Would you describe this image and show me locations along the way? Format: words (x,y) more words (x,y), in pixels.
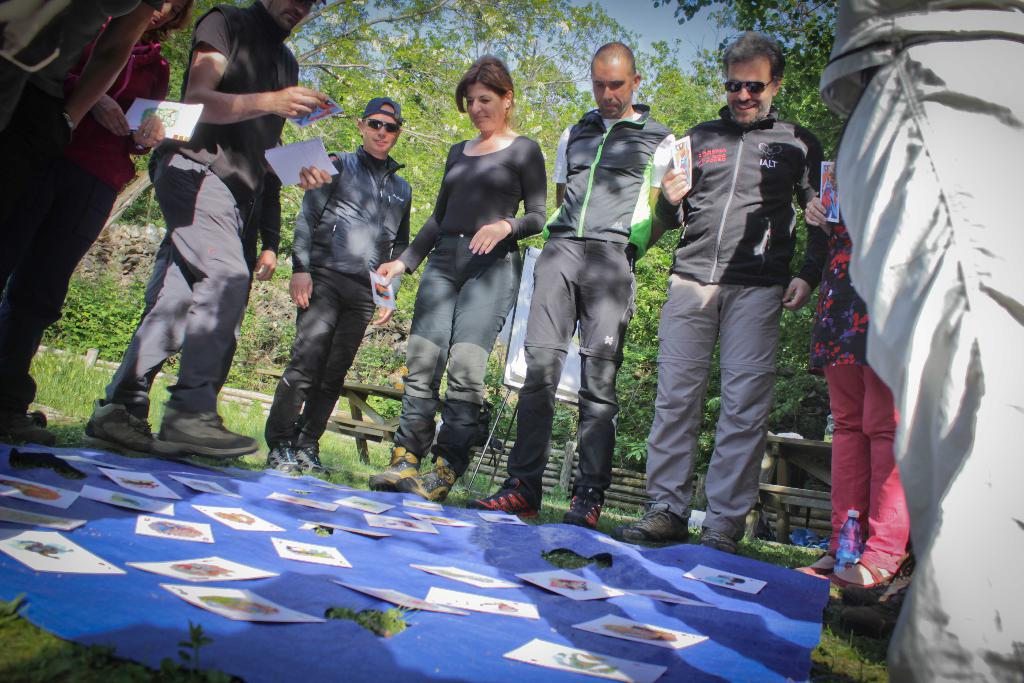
In this image we can see a group of people (613,350) standing on the ground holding some papers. We can also see some cards (254,616) placed on a cloth (267,671) kept on the ground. On the backside (502,369) we can see some benches (338,421), grass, plants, a group of trees (691,17) and the sky (684,32) which looks clear.
